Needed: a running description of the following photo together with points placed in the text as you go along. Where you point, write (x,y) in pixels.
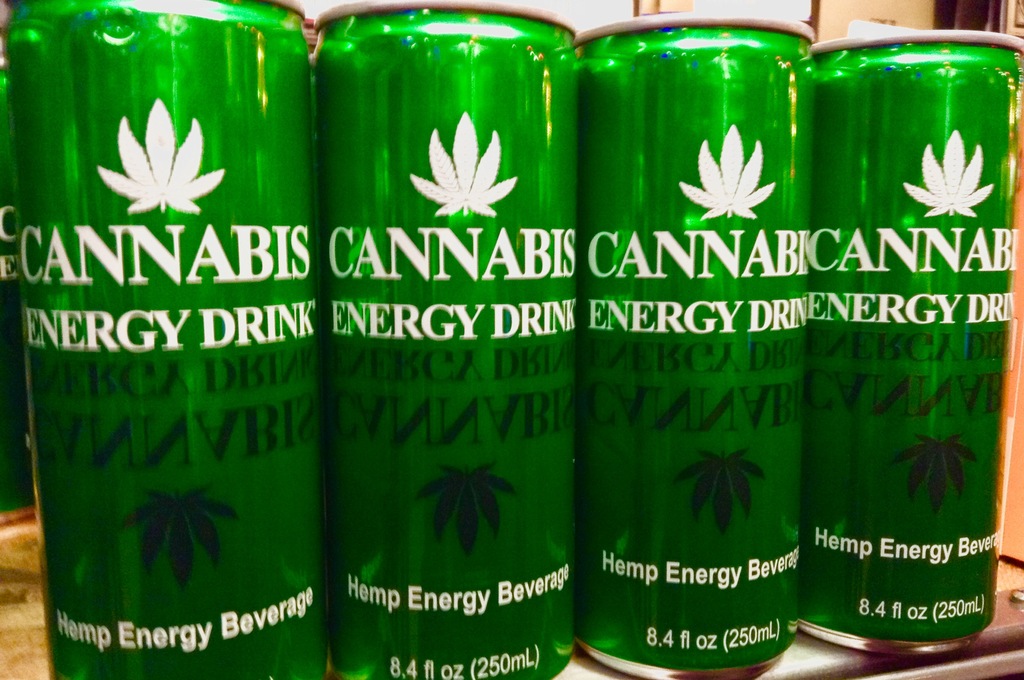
In this image we can see some green color tins (540,479) on the table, on the things (593,515), we can see some text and in the background (841,24), it looks like the wall (824,22).
